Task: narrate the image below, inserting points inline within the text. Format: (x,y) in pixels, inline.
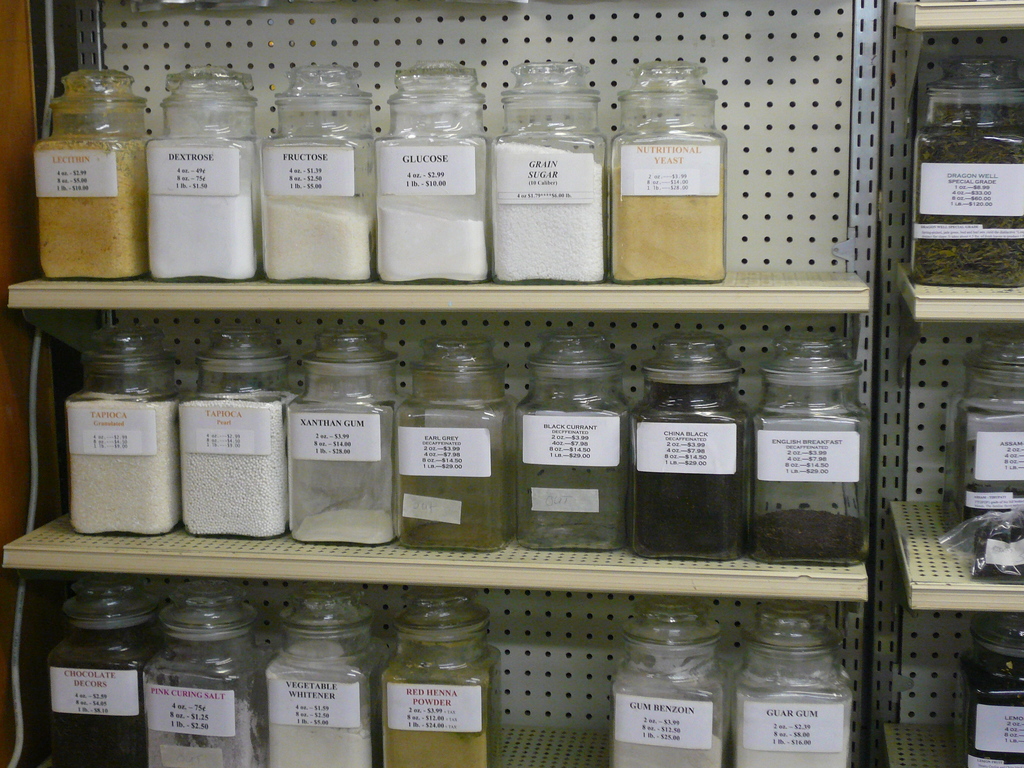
In this image I see many jars (964,61) in the racks (183,294).
